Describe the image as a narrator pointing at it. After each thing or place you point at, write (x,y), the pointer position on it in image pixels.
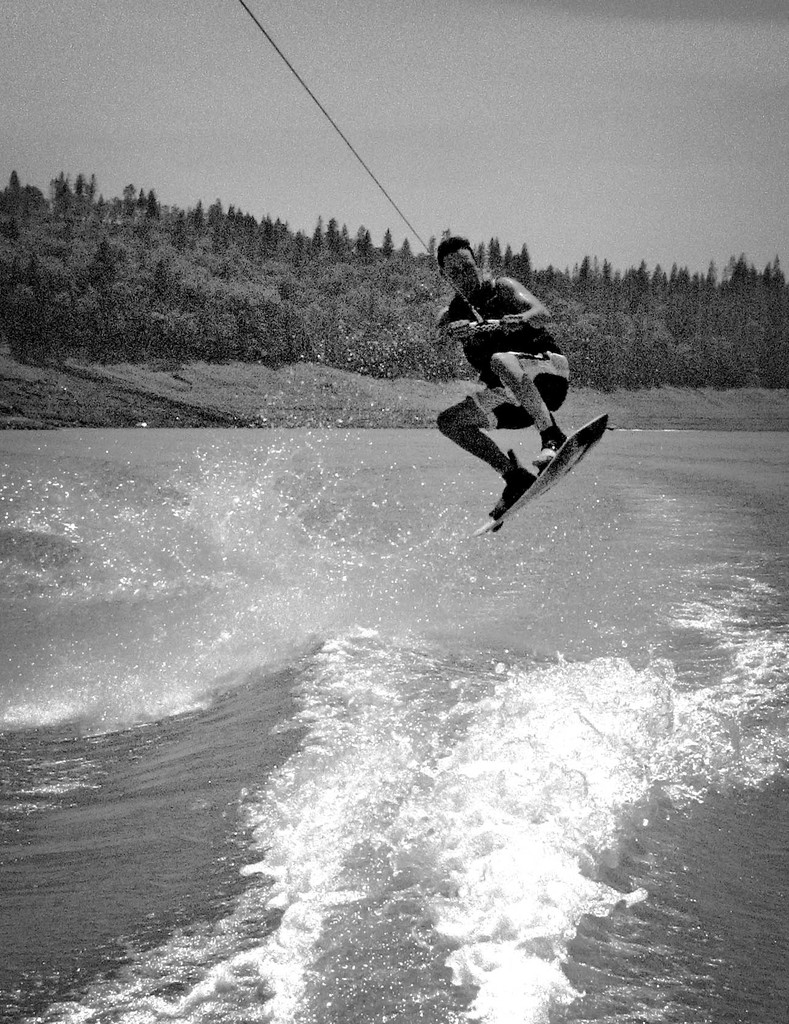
In the center of the image (446,428) we can see a person (458,323) wakeboarding. At the bottom (595,698) there is a sea (359,749). In the background (80,187) there are trees (369,278) and sky (463,100).
